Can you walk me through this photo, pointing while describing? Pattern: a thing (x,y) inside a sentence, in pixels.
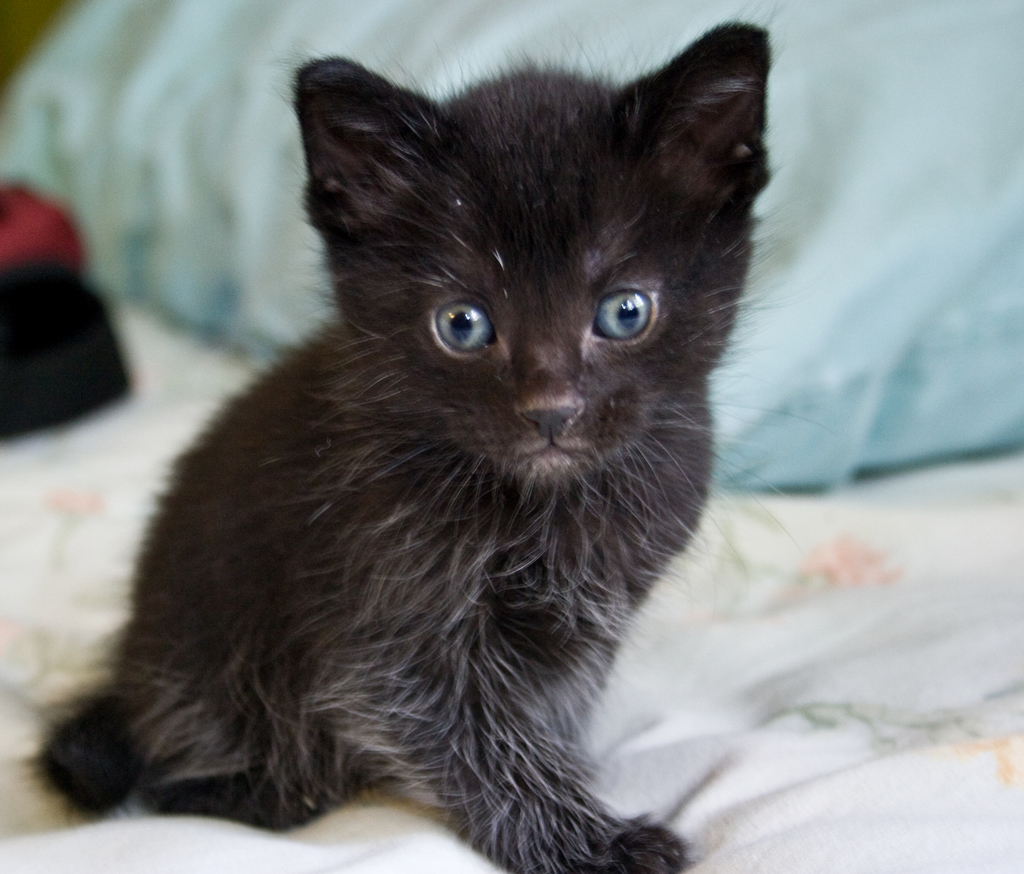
In this image in the center (378,303) there is one cat (414,645) and at the bottom (740,699) there is a bed (166,446), and on the top (211,112) there is a pillow (418,88) and some clothes (62,314).
